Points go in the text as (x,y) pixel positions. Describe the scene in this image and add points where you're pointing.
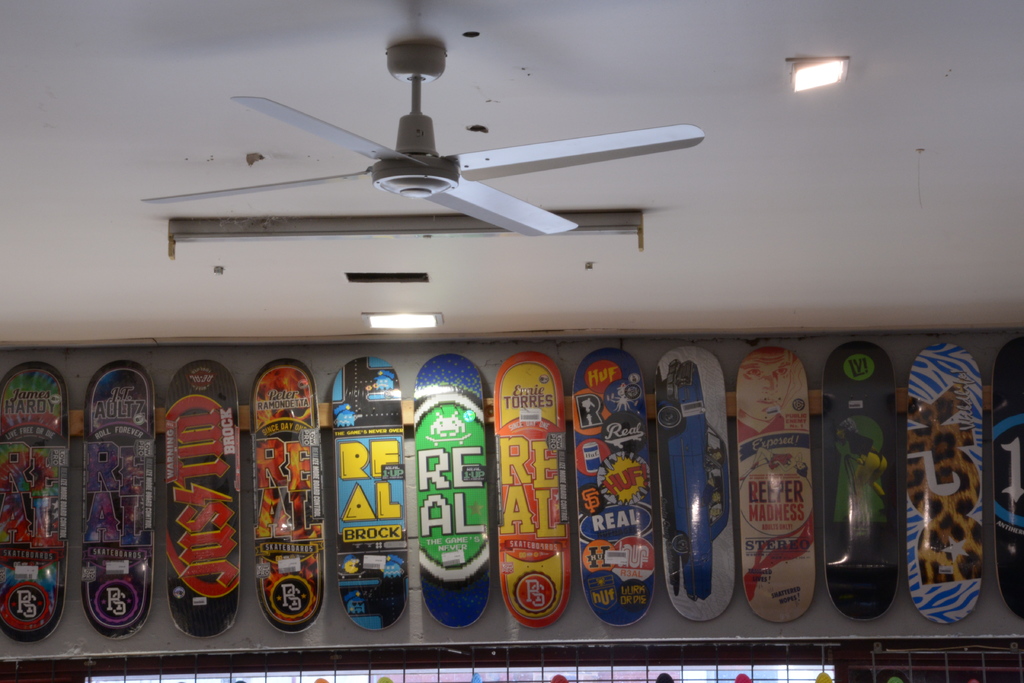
This picture seems to be clicked inside the room (119,285). In the foreground (352,565) we can see the skateboards (792,596) seems to be hanging on the wall (983,538) and we can see the text (44,508) and some pictures (957,497) on the skateboards (745,437). At the top (117,91) there is a roof (147,240), ceiling lights (403,323), ceiling fan (449,199) and some other objects (388,231).
